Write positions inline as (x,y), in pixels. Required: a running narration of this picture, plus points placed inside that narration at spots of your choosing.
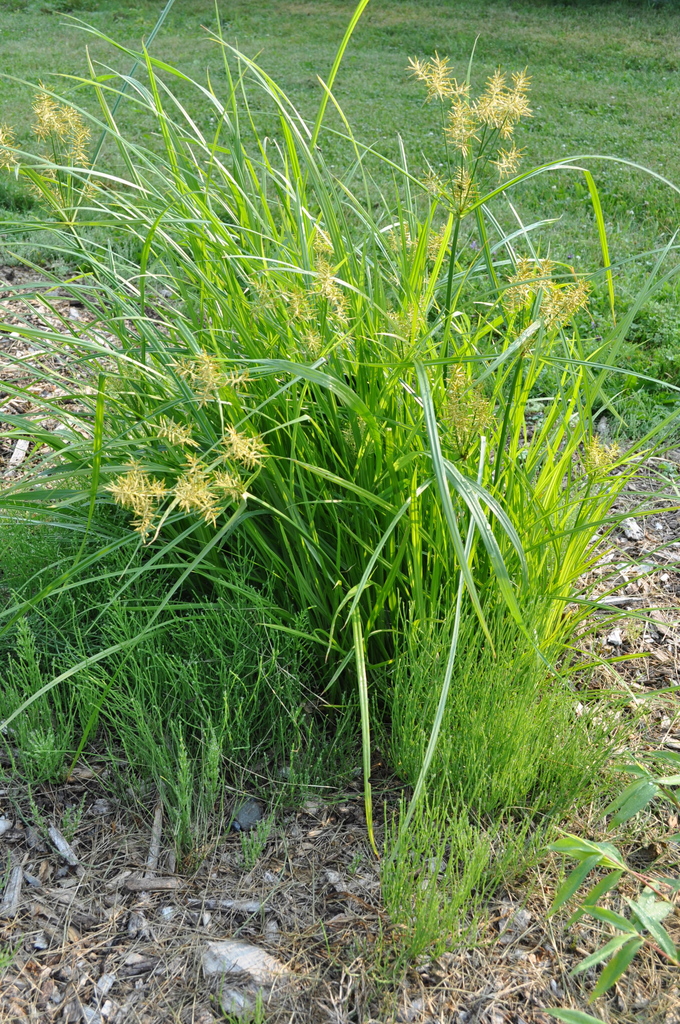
In this image we can see the grass (312,211), stones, few wooden sticks (42,908).
